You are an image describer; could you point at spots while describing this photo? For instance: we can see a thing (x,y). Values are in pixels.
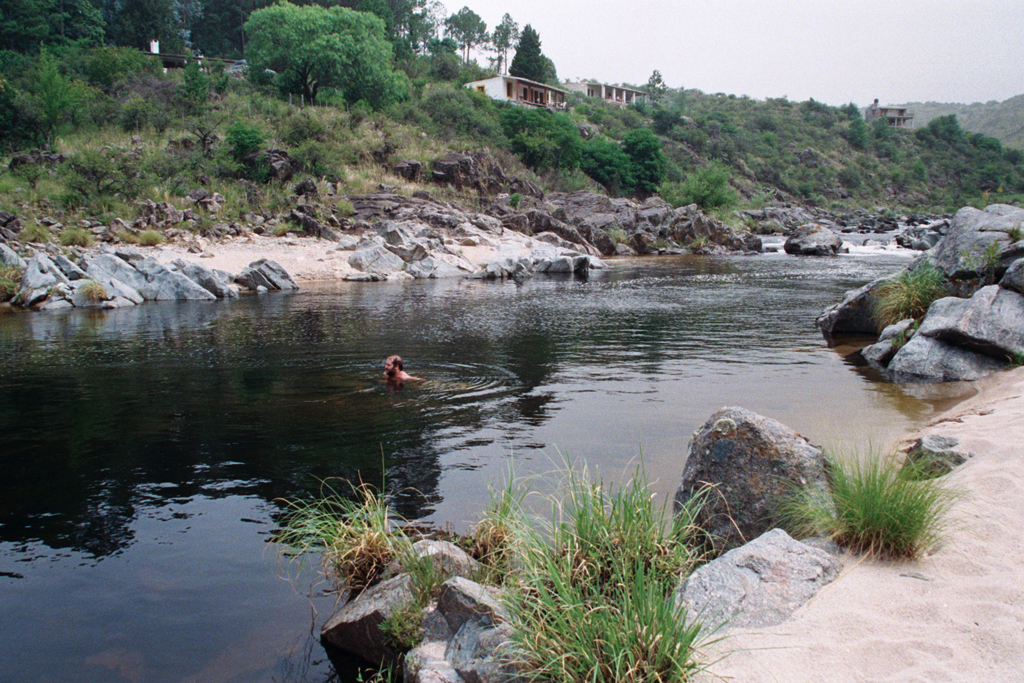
There are stones (953,264) and grass (545,567) on left (142,204) and right corner. There is a flow of water (350,331) in the foreground (114,465). There is a person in the water (324,461). There are trees (28,12) at the background (14,19). And the sky (1012,90) is at the top (1015,2).
